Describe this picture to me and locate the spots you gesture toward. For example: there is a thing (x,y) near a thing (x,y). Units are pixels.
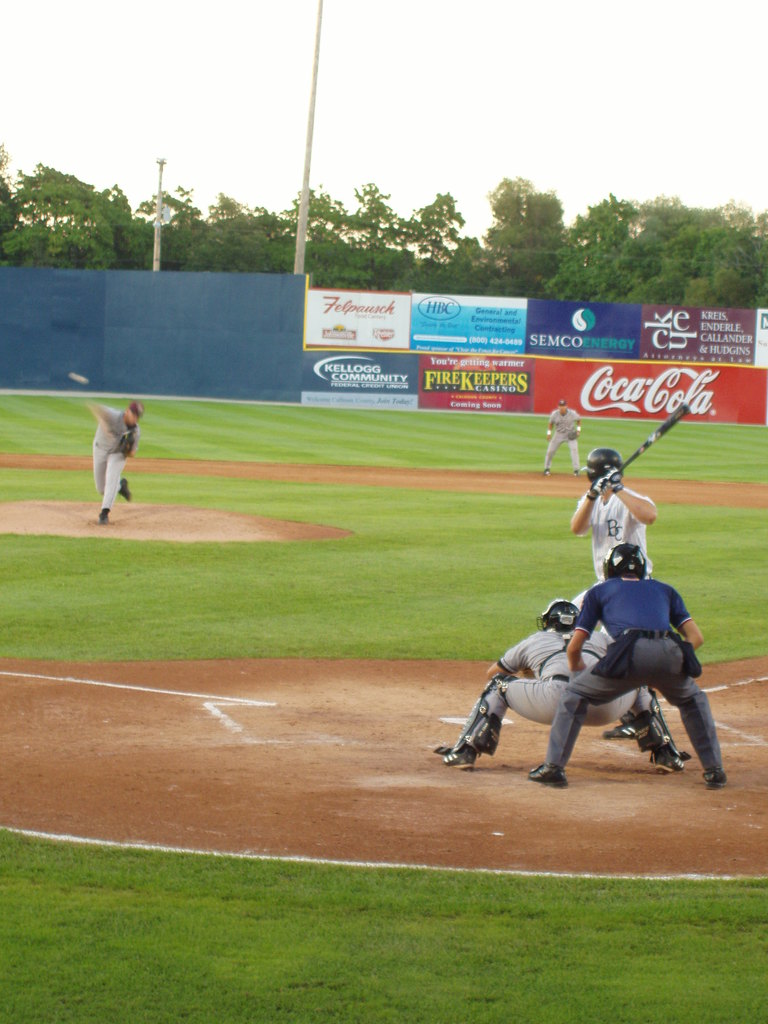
In this image we can see few people (709,734) playing. There is a baseball ground (234,995) in the image. There are many advertising boards (502,351) in the image. There are few poles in the image. We can see the sky (562,89) in the image. There are many trees (537,250) in the image.
